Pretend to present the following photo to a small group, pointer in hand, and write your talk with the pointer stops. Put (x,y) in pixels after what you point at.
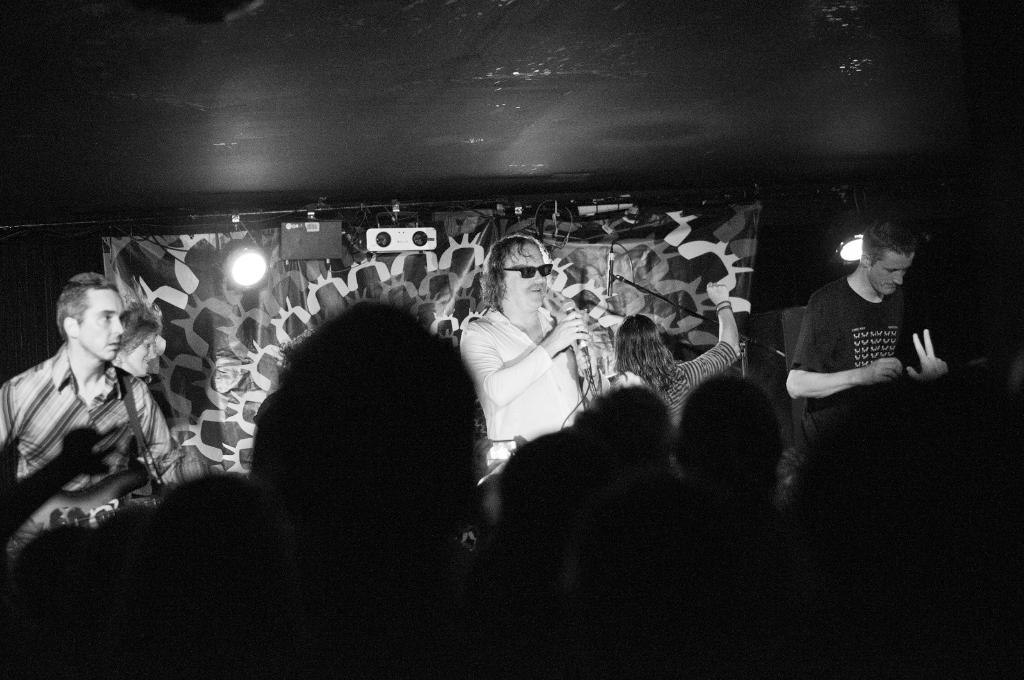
It looks like a black and white picture, We can see there are some people (74,410) holding the musical instruments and a man (519,361) is holding a microphone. Behind the people (564,356) there is another microphone (610,281) with a stand (679,303), curtain (255,291), lights (252,270) and some objects (630,223).
